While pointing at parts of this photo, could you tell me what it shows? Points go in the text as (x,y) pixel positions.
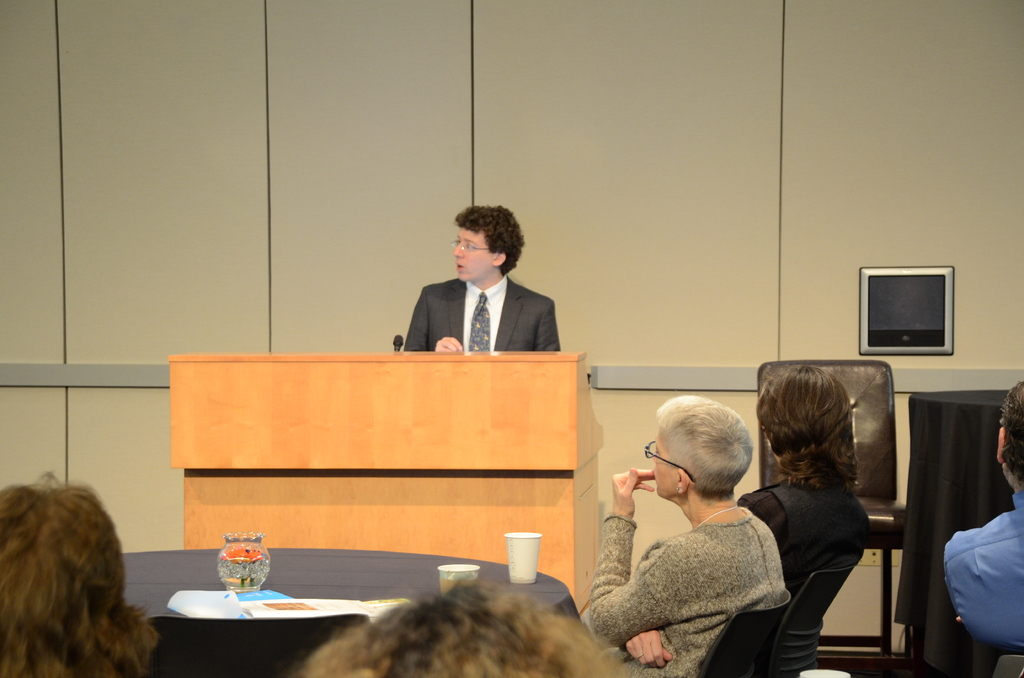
In this image there are people (516,627) sitting on chairs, in front of them there is a table (539,596), on that table (400,580) there are cups (465,570) and a man (467,342) standing near a podium (416,369).
